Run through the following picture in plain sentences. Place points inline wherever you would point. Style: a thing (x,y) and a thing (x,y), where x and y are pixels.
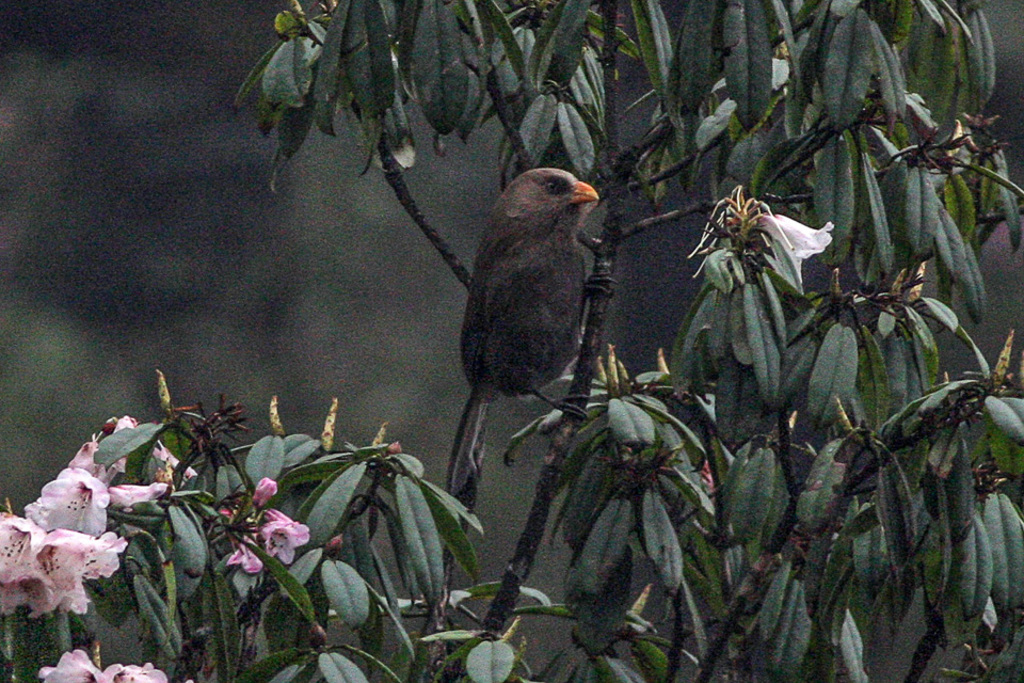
This picture shows a bird (512,318) on the tree (876,29) and we see flowers (62,548). They are light pink in color.
